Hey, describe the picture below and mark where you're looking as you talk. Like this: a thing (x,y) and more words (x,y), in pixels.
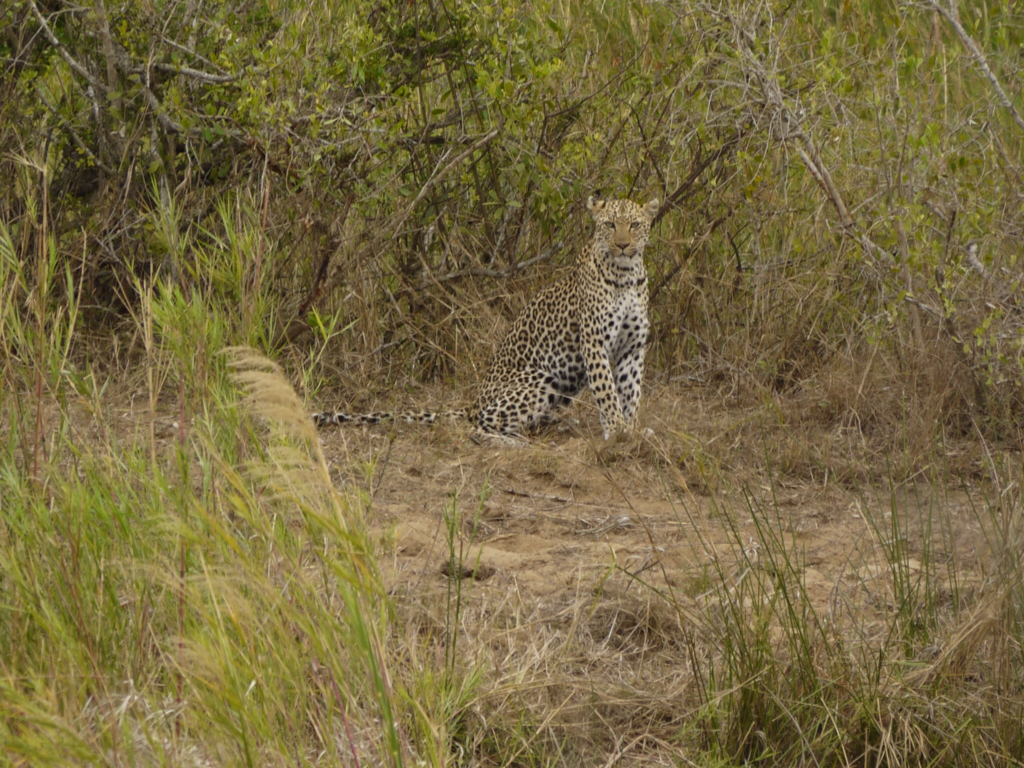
In the foreground of the picture (451,528) I can see the green grass (157,504). I can see an animal (576,328). In the background (707,168), I can see the trees (616,134).
